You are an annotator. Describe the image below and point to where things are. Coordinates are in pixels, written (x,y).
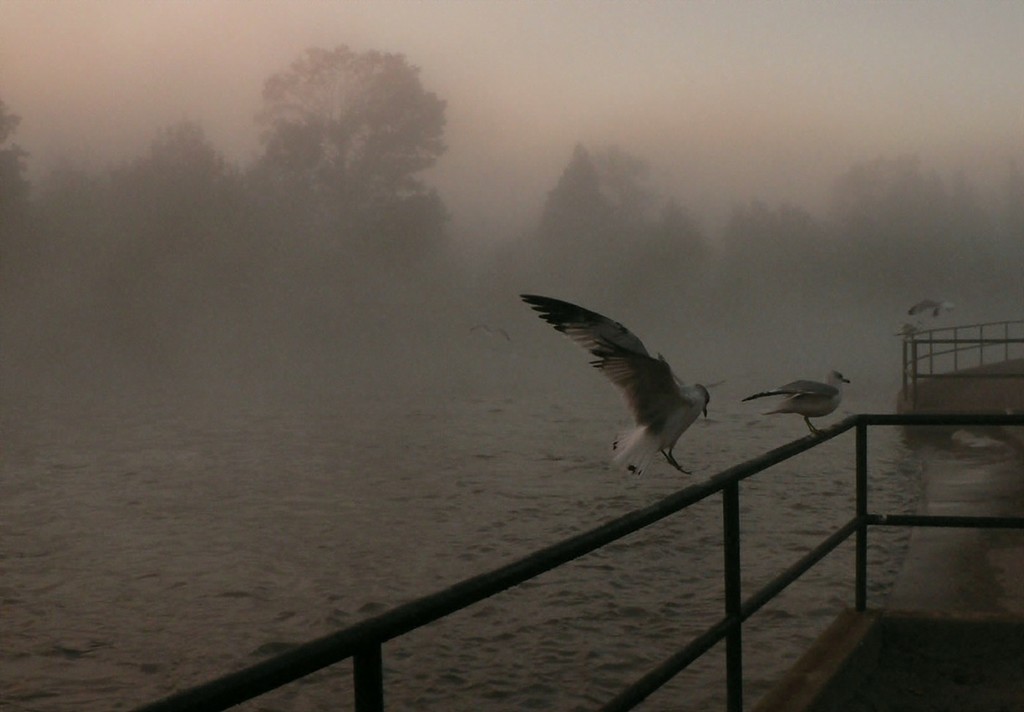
This image consists of birds (656,446). At the bottom (236,669), there is water (216,602). It looks like it is foggy. In the background (285,233), there are trees (188,188). At the top (720,39), there is sky (837,88). On the right (935,518), we can see a railing (647,689) made up of metal (234,701).
